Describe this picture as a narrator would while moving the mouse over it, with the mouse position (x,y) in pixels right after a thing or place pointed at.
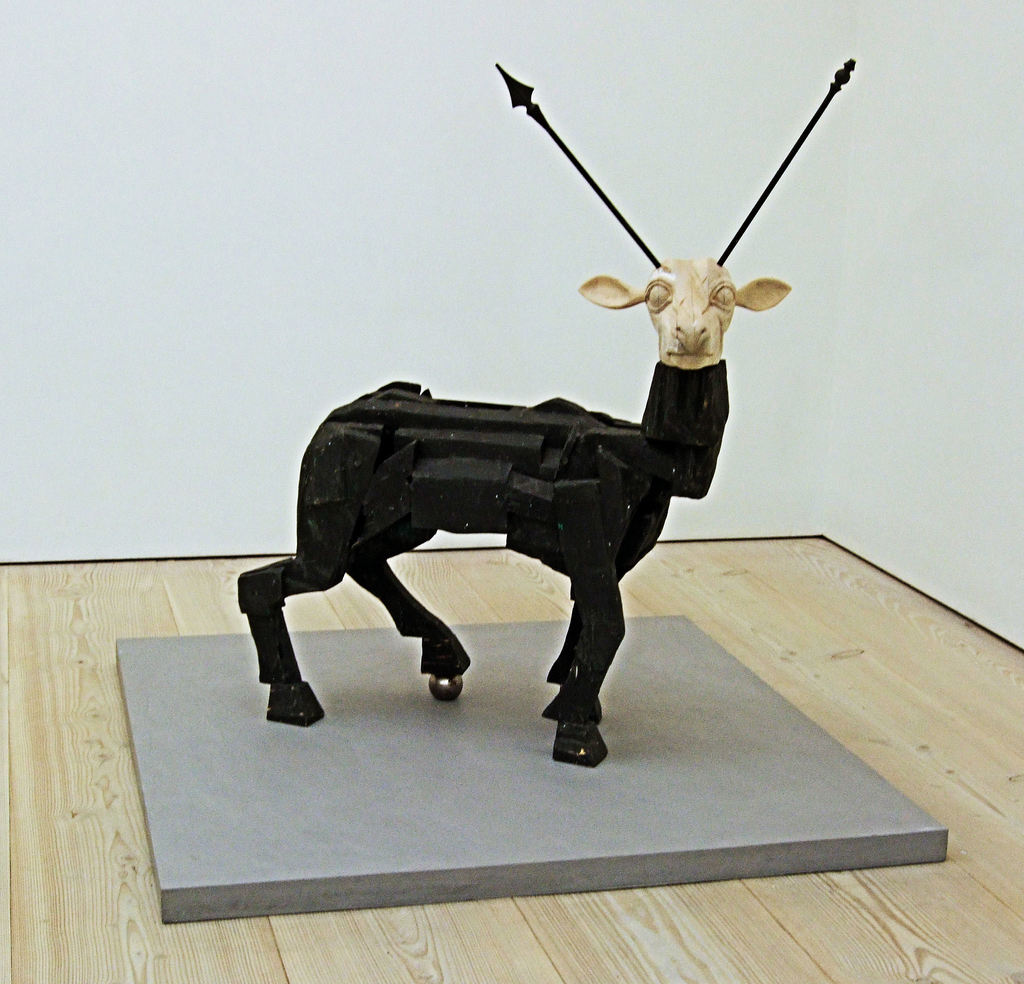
In the foreground of this picture (385,486), there is a animal sculpture (489,479) and it looks like deer (685,443). In the background (767,125), there is a white wall (869,106).
